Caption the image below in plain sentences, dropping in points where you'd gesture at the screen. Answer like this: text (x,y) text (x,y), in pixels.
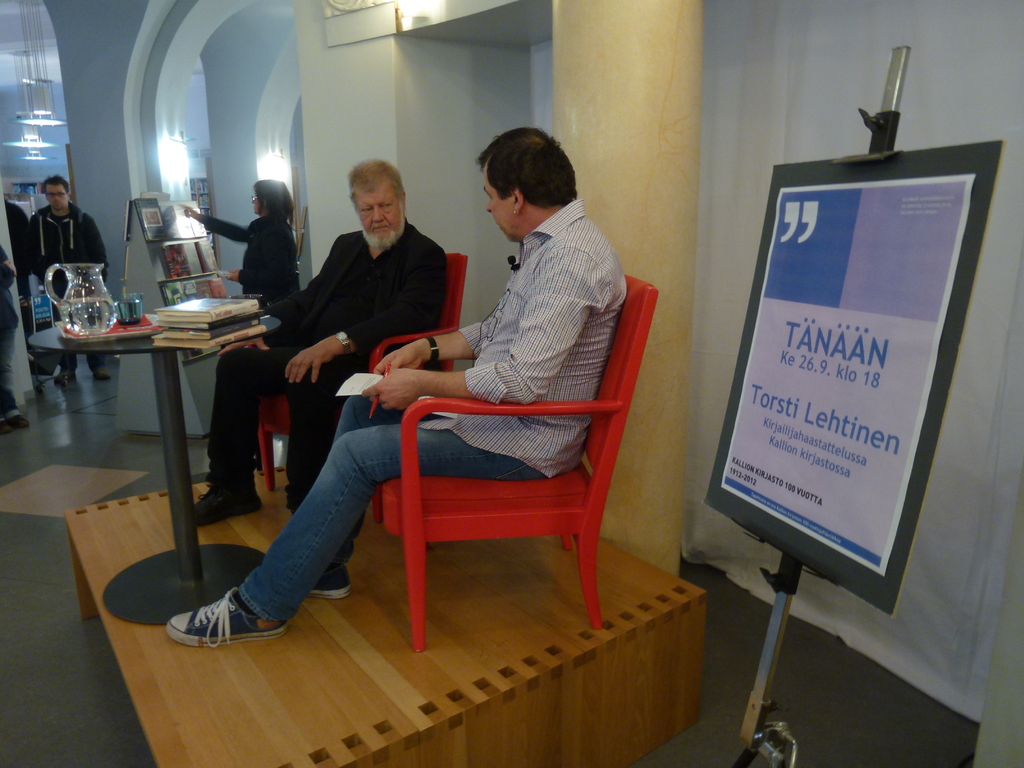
In this image there is a group of people (56,226) two men (422,303) are sitting on a chair (475,496), at the right side (891,397) there is a board (852,313) with a name (872,440) torsti lehtinen. In the center (402,388) two men (408,371) are sitting on a red colour chair (469,496) this man (497,393) is holding a paper (362,391) and he is talking with the man (355,330) in front of him there is a table (179,418) in the center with a jar (92,315) and books (206,321) kept on it. A woman (260,261) is standing and is checking the magazine section (179,251). In the left side (44,232) there are three persons (36,247) standing. In the background (612,111) there is a pillar (612,111), there is a wall (372,120), a shadow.
